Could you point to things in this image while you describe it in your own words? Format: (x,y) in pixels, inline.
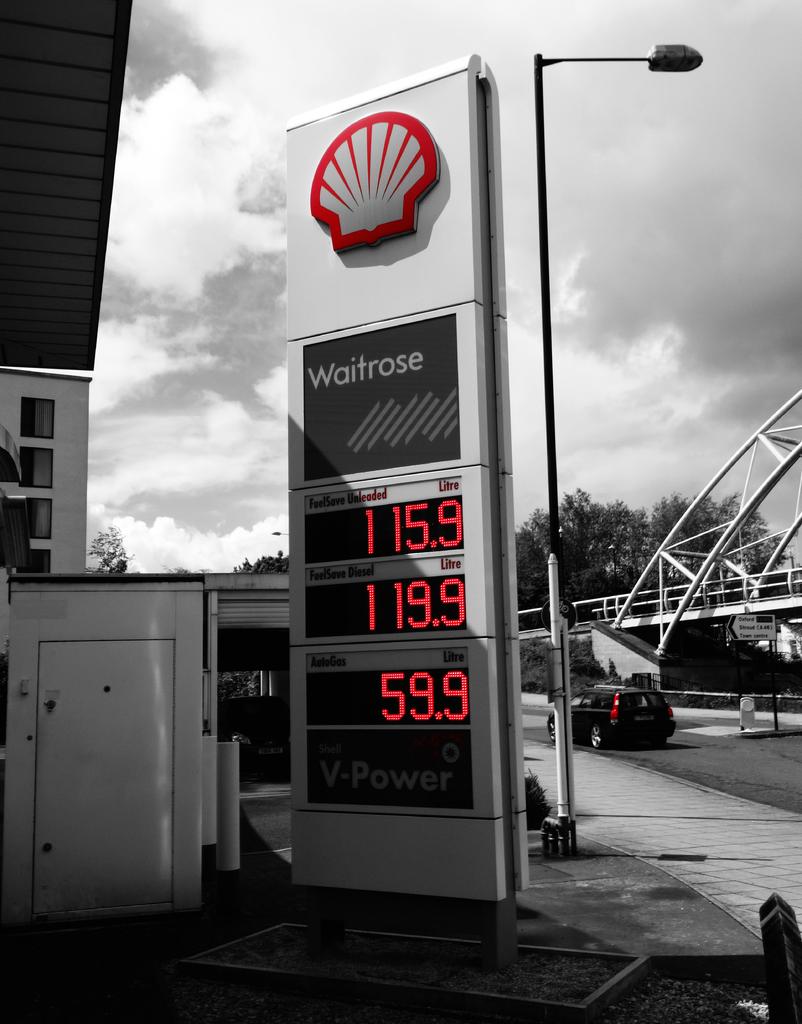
This is a black and white. On the left (31,607) we can see a building (62,492), windows (40,452), roof (61,282), door (97,736), poles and some other objects (23,744). In the background (543,206) there is a vehicle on the road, street light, a small board (745,621) to a pole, trees (738,586) and clouds (554,157) in the sky (591,118). In the middle (356,544) there is an electronic device (398,396) displaying cost (400,610) and liters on it.
